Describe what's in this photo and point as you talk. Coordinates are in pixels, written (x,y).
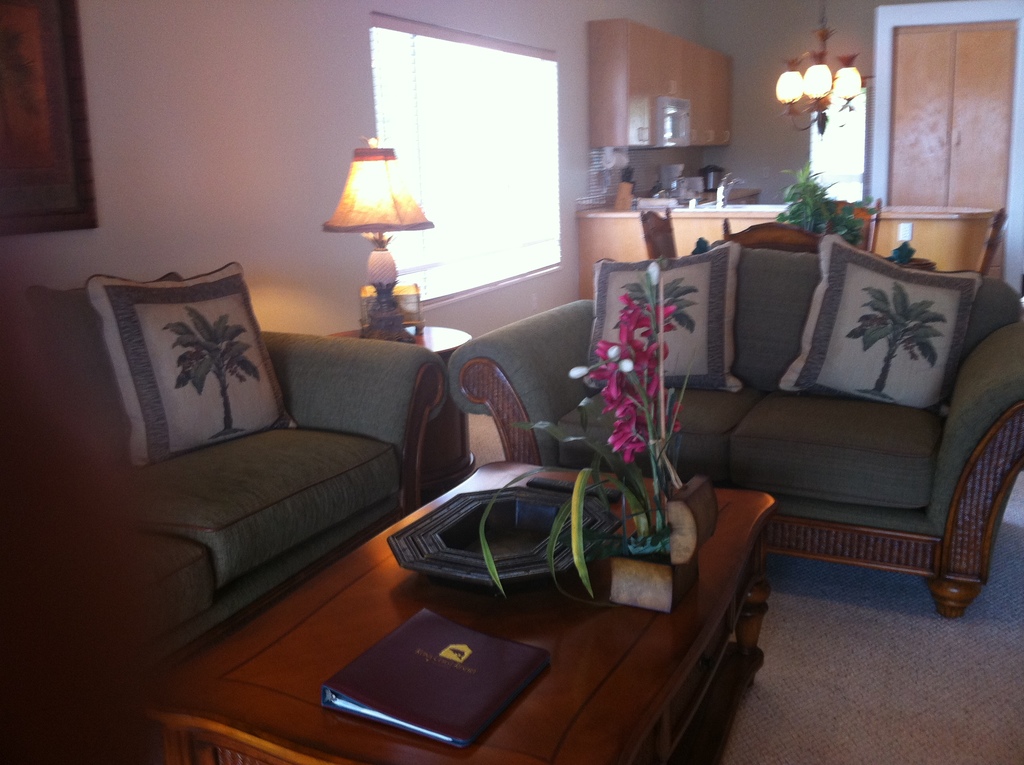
This image is inside a room (578,264). There is a sofa (393,363) with pillows (220,330), table (591,633), flower vase (593,599), file (415,630), lamp (387,224), dining table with chairs (751,230) and lights (801,97). There is a photo frame (74,167) on the wall (170,168).
